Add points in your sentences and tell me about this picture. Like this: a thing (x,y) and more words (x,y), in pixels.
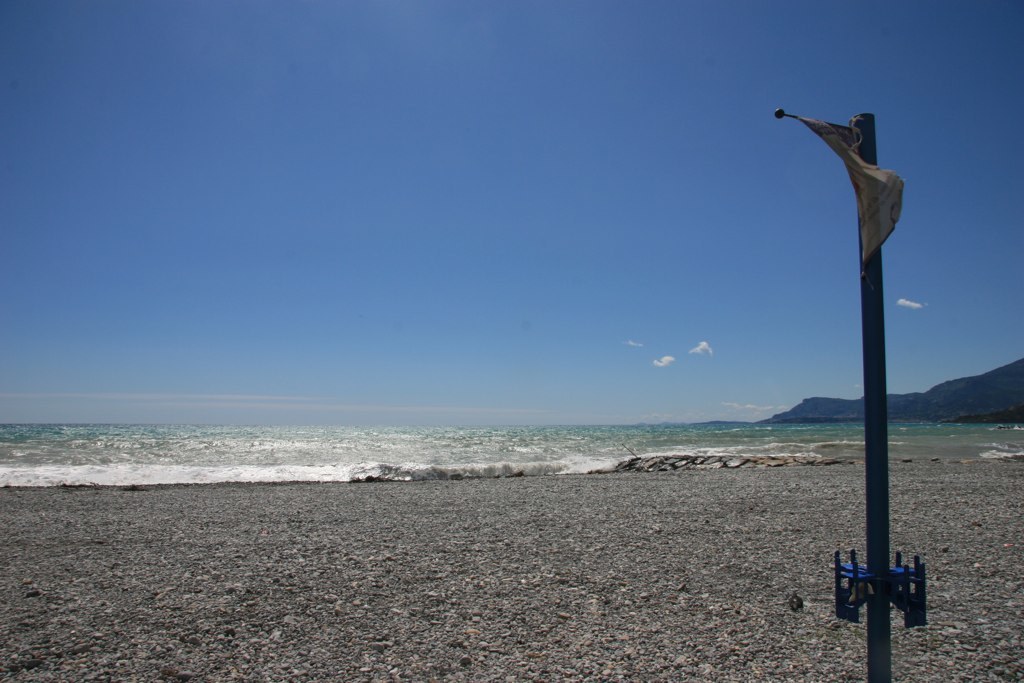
In this image there is a pole (872,159) with a flag (844,127), and there is water (596,431), there are hills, and in the background (375,253) there is sky (375,253).
